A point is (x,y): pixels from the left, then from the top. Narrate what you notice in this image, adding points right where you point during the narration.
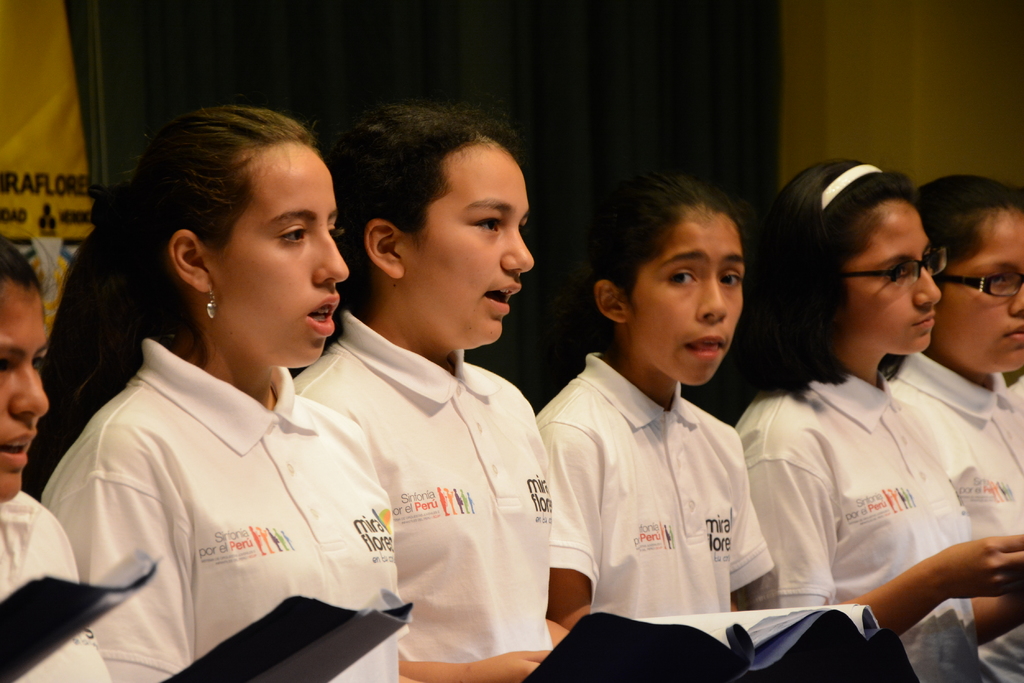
In this image, we can see persons (672,394) wearing clothes (626,452). There are books (697,665) at the bottom of the image (259,613).
